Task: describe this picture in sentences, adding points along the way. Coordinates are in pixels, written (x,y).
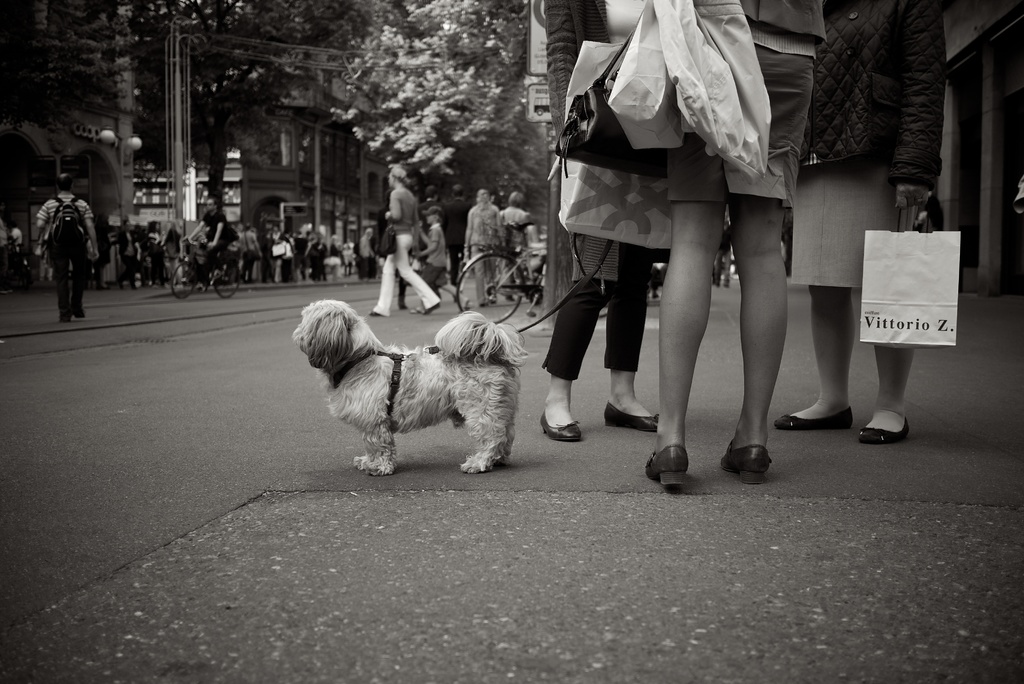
In this Image I see 3 persons (916,14) and all of them are holding bags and they are on the path (318,652) and I see a dog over here. In the background (521,278) I see number of people (404,283) who are on the path (7,470) and there are 2 cycles (494,256) over here on which there is a man (224,228) on this cycle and I see the buildings (301,116), lights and the trees (476,157) and there is a board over here.
